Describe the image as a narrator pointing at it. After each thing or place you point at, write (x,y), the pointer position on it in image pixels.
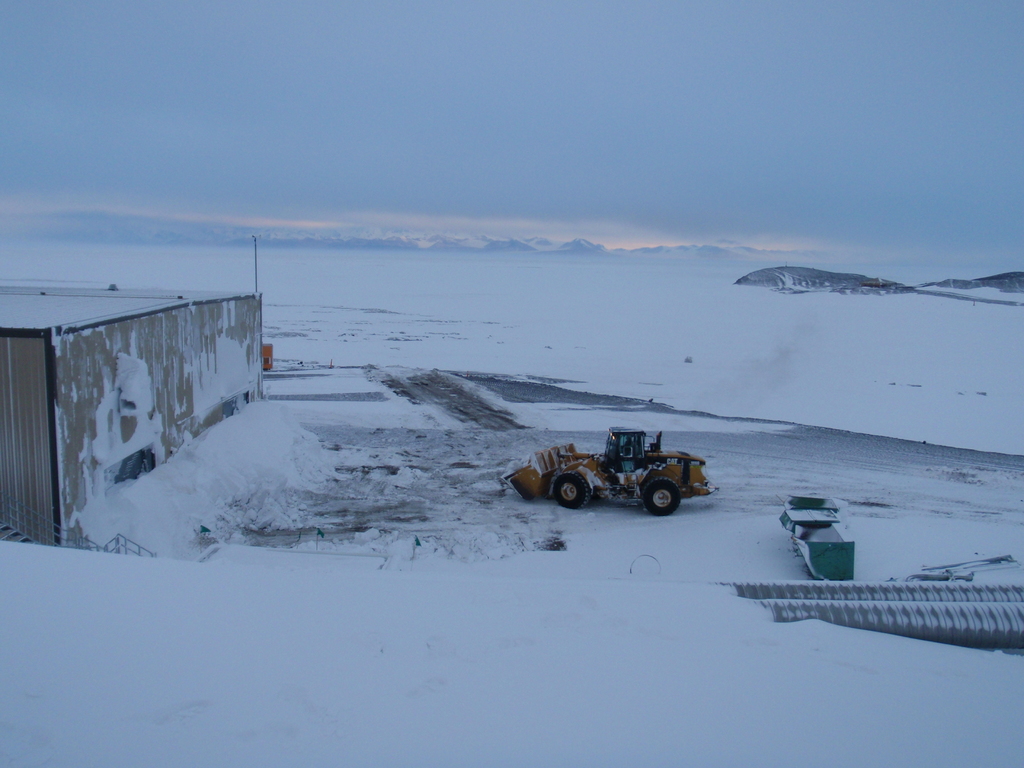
Here in this picture in the middle (614,477) we can see a loader (616,446) present on the ground (603,508), which is fully covered with snow (748,391) over there and we can see a shed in front of it and behind it we can see some pipes (1006,623) present over there and in the far we can see mountains (809,270) covered with snow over there and we can see clouds (297,208) in the sky (273,125).
